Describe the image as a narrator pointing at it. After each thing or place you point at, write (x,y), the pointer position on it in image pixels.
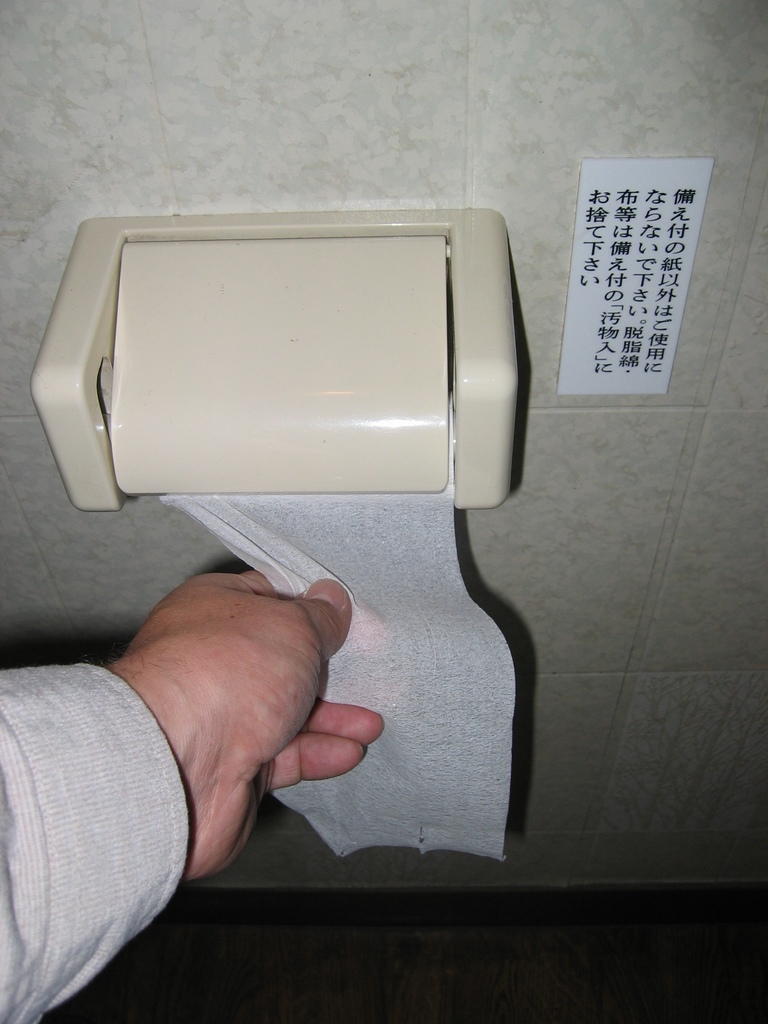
In this image we can see a tissue paper dispenser (198,379) is attached to the wall (444,150) and one human hand (187,678) is holding a tissue (362,633). There is a floor (670,960) at the bottom of the image (614,999). And we can see one board (617,235) with some text (649,281) on the wall (541,111).
